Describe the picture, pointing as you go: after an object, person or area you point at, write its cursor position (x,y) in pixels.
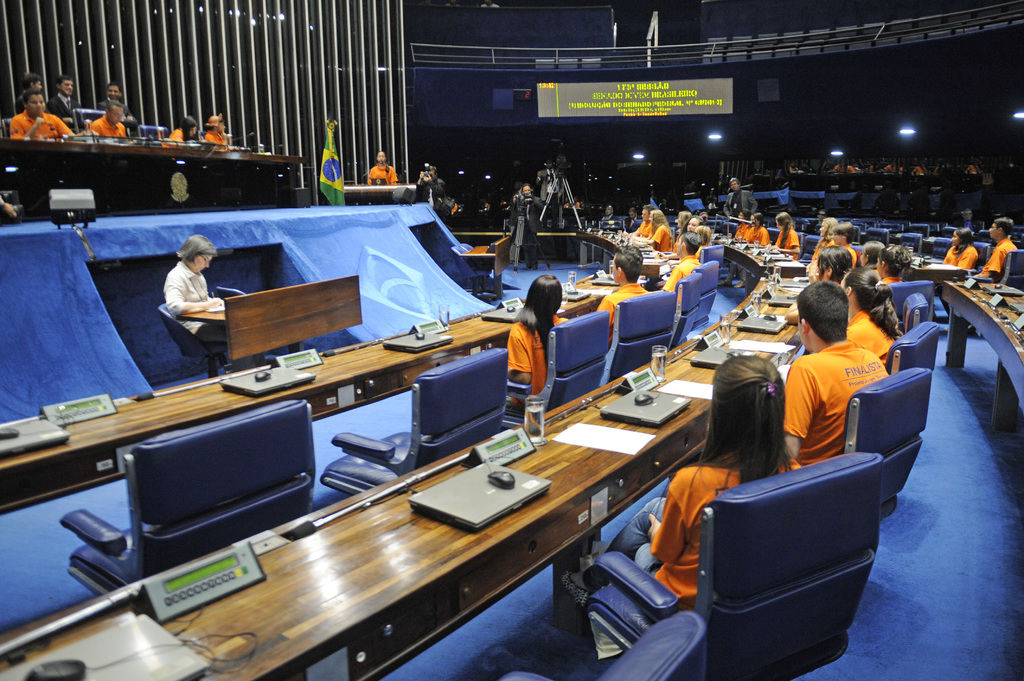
The image looks like it is a conference hall (489,146). There are many people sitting in this hall (134,294). To the left (101,170), there is a table (159,171) behind which, there are four members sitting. In the background (672,87) there is a screen (659,87), wall (807,89) and stands (756,48). To the right (972,520), there is a floor (949,552) covered with floor mat (964,584) in blue color. There are many chairs (787,563) in the hall (360,291). On the table (555,459) there are laptops (501,510), papers (615,432), and water glasses (730,328).
